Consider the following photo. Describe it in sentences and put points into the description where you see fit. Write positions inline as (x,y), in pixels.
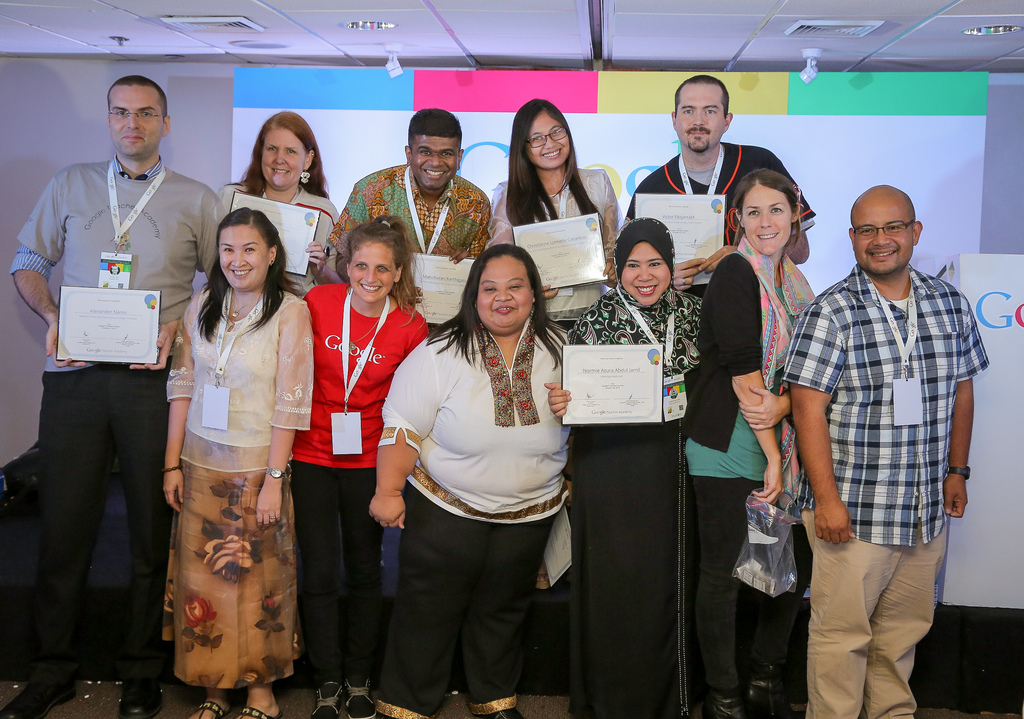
In the image we can see there are people (627,319) standing, wearing clothes (318,342), identity card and they are smiling. Some of them are wearing spectacles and wrist watches (279,472). Here we can see some people (599,331) are holding certificates (630,351). We can even see the screen (878,148) and the wall (27,135).
